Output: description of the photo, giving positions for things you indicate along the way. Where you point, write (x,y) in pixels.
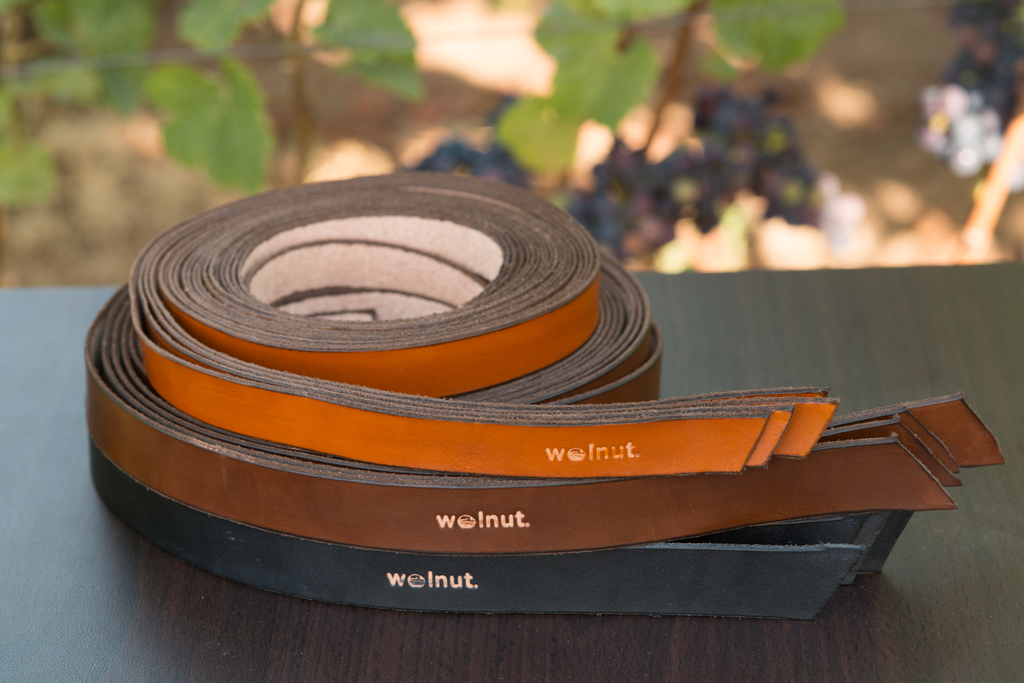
In this image, I can see the leather belts (267,543), which are black, brown and orange in color. These belts (365,580) are placed on the wooden platform (955,602). In the background (396,86), I can see the plants (779,141).
